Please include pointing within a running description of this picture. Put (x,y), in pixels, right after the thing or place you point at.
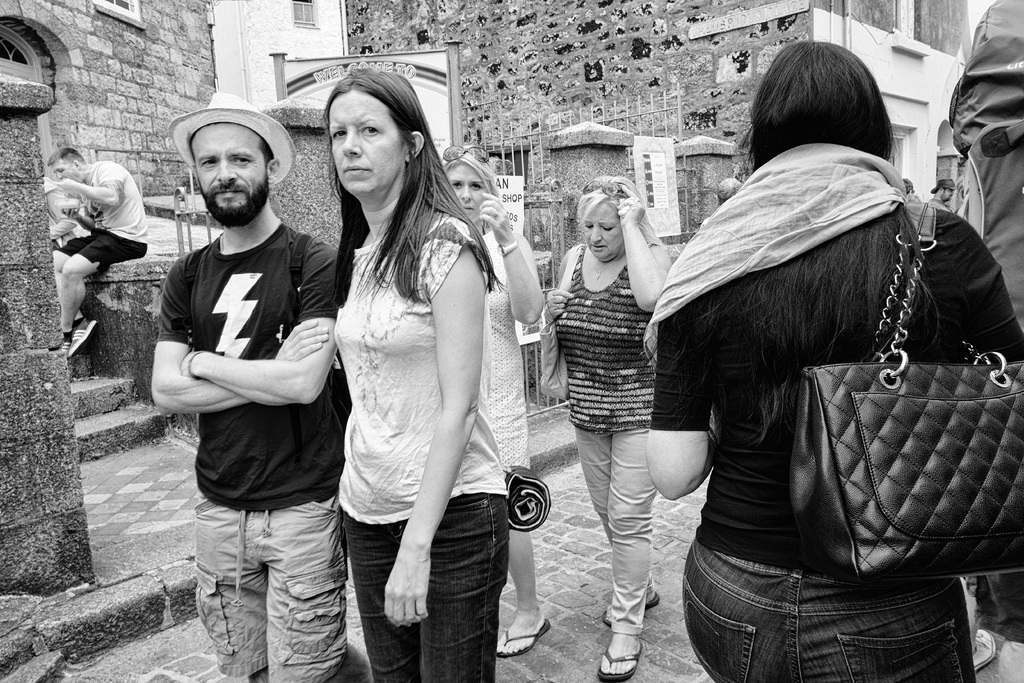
There is a couple (493,436) standing on the left side (240,661) and they are posing for a photo. In the background (481,200) we can see two women (477,178) who are walking on a road (661,504). There is a person (85,346) sitting here and he is eating.
